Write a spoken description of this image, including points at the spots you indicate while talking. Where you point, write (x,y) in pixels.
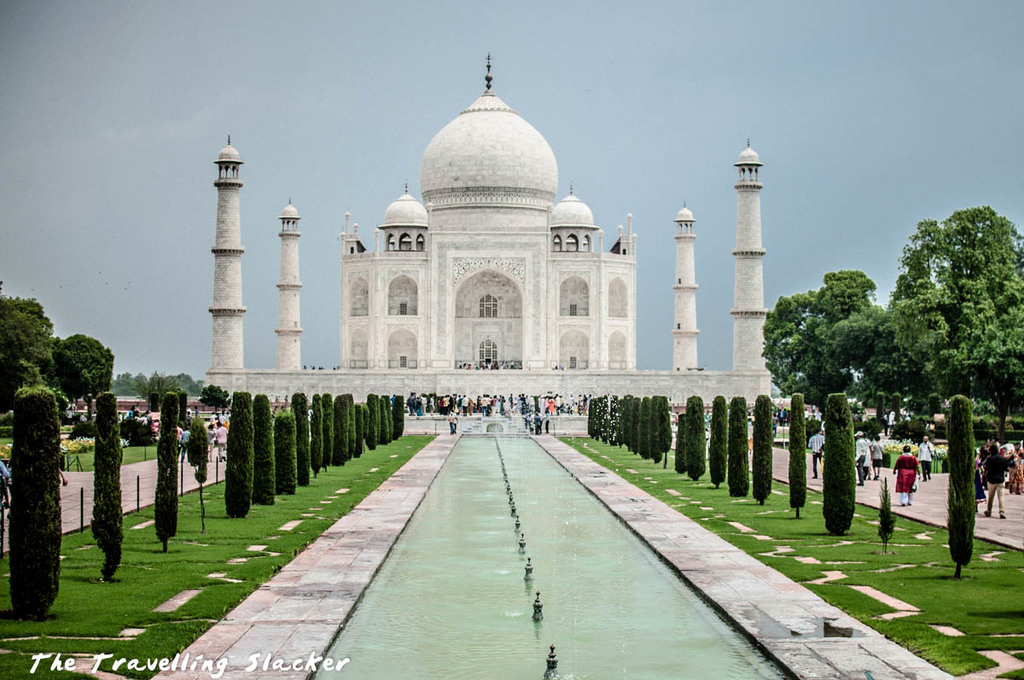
In the middle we can see water (441,547) and sprinklers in it. To the either side of the water (513,495) we can see plants (264,467), grass (90,454) and few people (215,425) walking on the path (442,441). In the background (295,239) we can see taj mahal (417,360), trees (11,342), few people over here and sky (699,136).
